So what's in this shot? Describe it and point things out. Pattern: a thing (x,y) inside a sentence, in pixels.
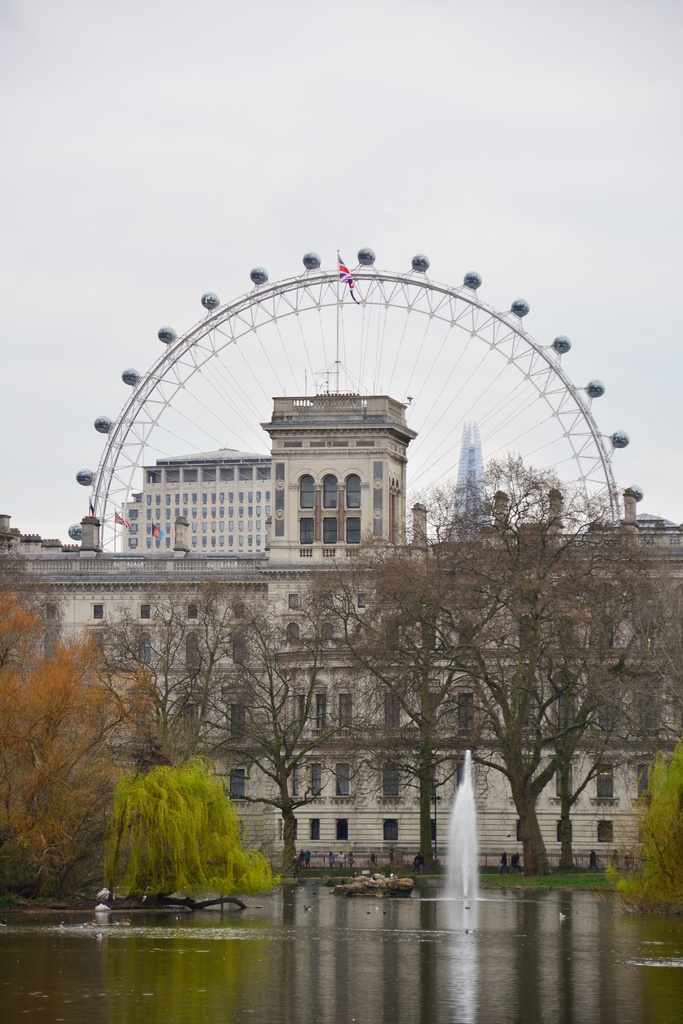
In this in front there is a fountain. In the background (372,849) there are trees (531,818), buildings (245,599), flags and sky (375,113). At the center of the image (274,344) there are few people (393,858) walking on the road (383,865) and we can see a London eye (177,359) at the center of the image (272,360).
